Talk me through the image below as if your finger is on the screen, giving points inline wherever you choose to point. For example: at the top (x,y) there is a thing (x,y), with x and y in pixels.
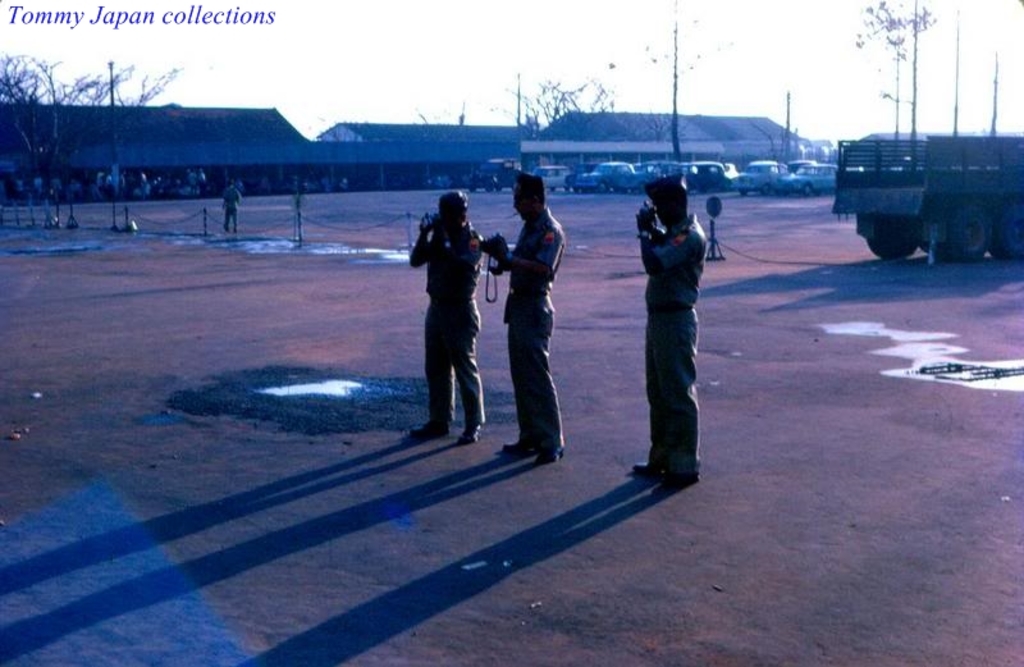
In this picture we can see group of people (685,216), in the background (624,186) we can find few metal rods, vehicles (897,219), trees (62,131) and buildings (533,155), in the top left hand corner (102,25) we can find some text (217,21) and we can see water (323,246).
